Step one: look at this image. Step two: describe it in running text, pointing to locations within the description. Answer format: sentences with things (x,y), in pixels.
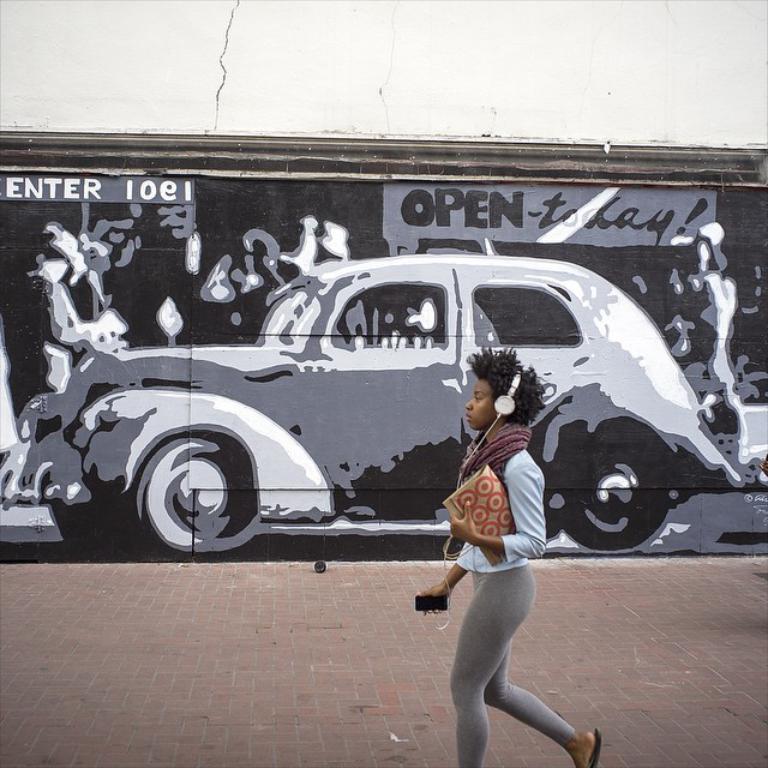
This picture is clicked outside. In the foreground (524,528) there is a person (532,481) wearing headphones (514,406), holding some objects (435,602) and walking on the pavement (388,691). In the background (216,55) there is a wall (403,73) and we can see the picture (365,440) of a car (369,387) and the text (424,197) on the wall (259,319).
